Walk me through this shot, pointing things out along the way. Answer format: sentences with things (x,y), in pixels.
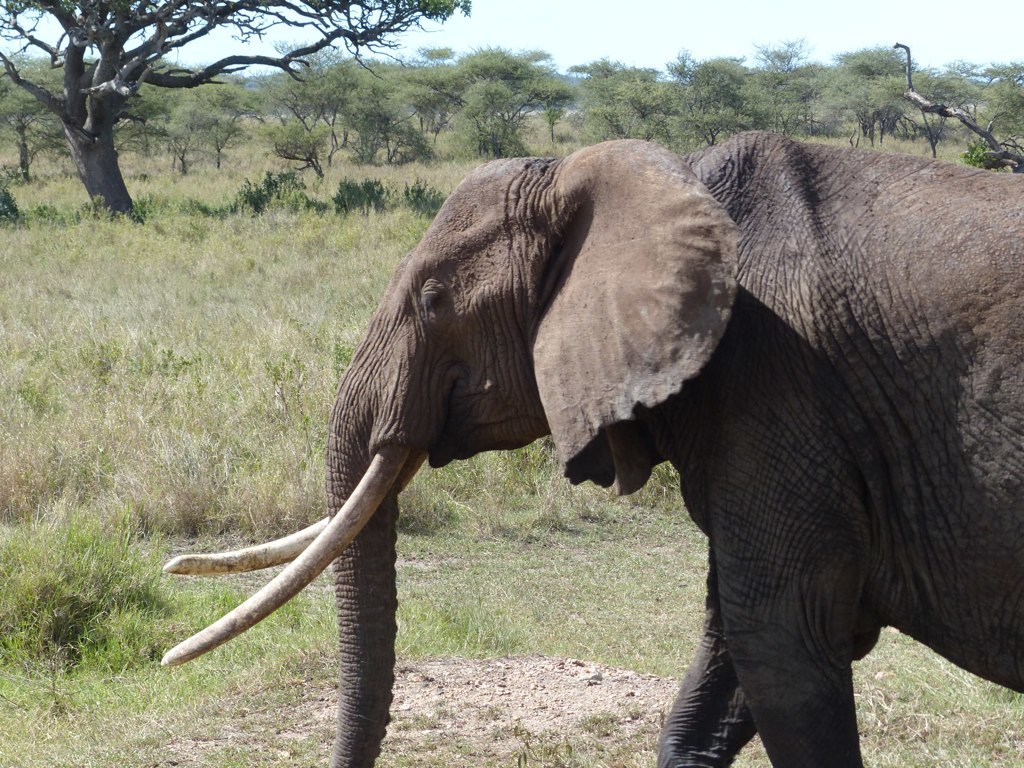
In the center of the image (456,388), we can see an elephant (624,283) and in the background (382,31), there are trees (275,137). At the bottom (180,515), there is ground (302,484) covered with grass (145,394).
